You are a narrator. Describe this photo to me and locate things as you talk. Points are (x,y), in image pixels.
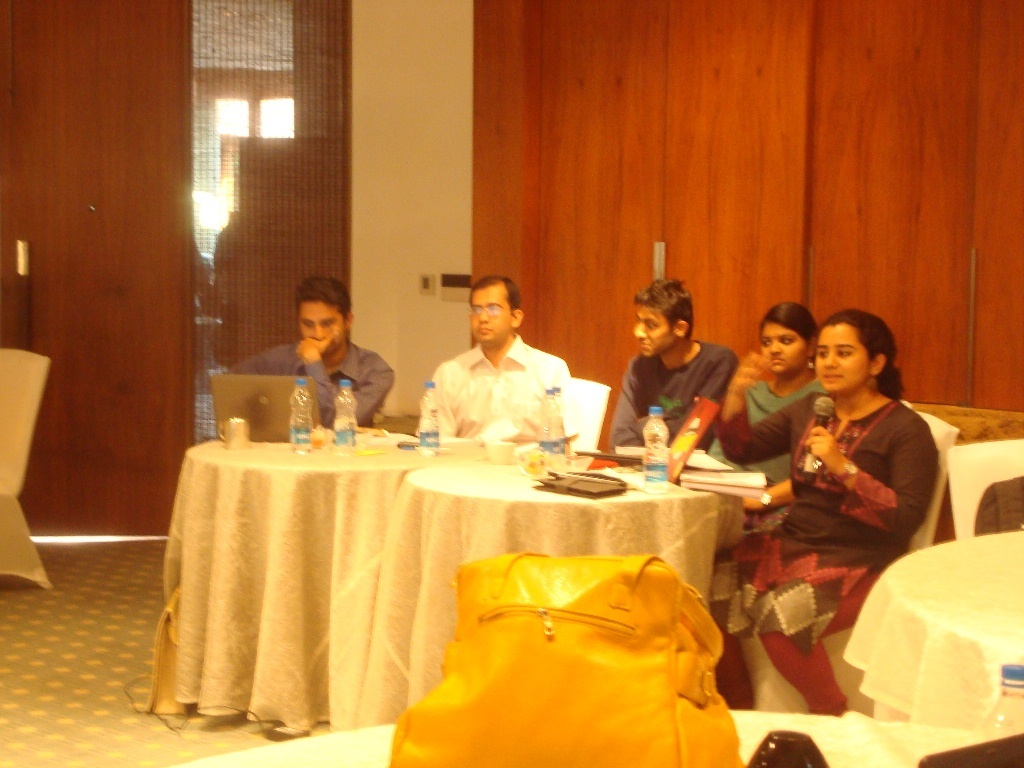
There are so many people (914,440) sitting on chairs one is talking in microphone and other is operating laptop (215,406). In front of them there is a bag (598,574) on table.
